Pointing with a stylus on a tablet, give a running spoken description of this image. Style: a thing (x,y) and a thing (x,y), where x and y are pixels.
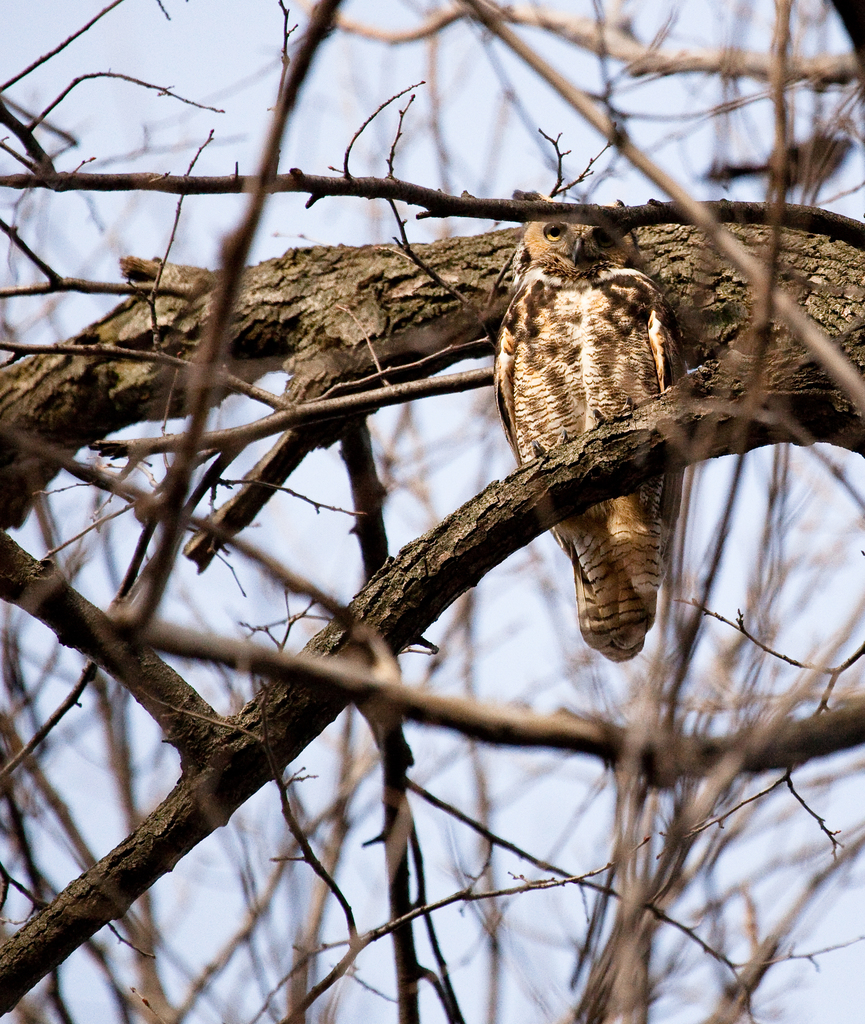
In the image we can see an owl (558,351) sitting on the tree branch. These are the branches (170,441) and a pale blue sky (172,36).
